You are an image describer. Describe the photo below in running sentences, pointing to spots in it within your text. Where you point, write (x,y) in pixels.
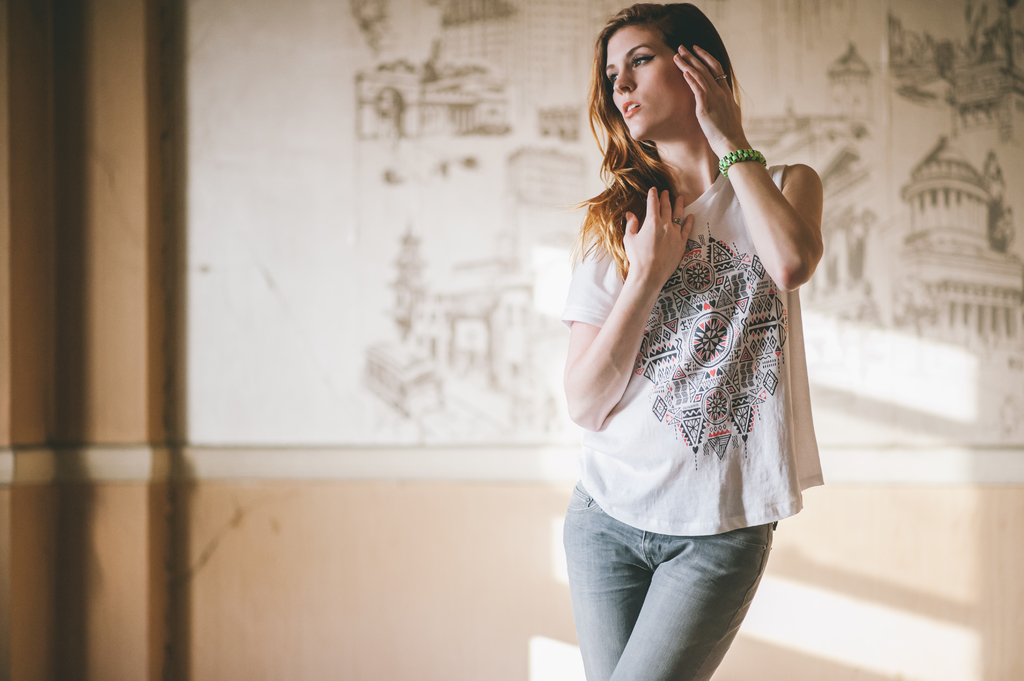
The woman (631,295) in the middle of the picture (668,353) wearing white T-shirt (759,355) is posing for the photo. Behind her, we see the sketch (459,338) of the buildings (922,220) and a wall (916,271) in white color.
